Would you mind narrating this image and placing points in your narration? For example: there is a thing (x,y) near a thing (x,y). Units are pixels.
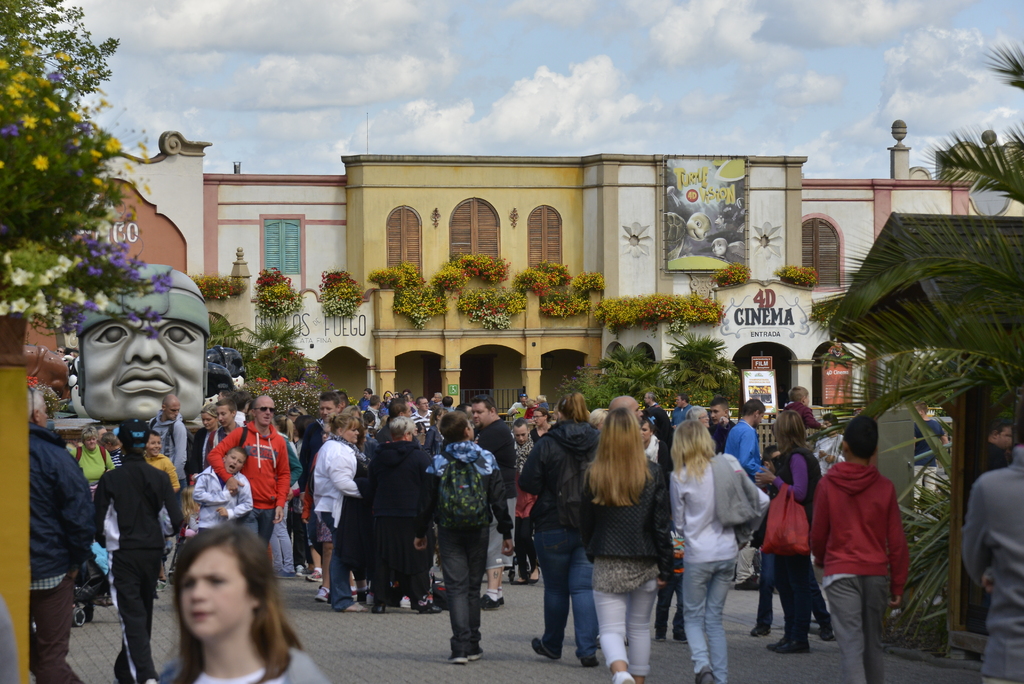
In this image there are many people (382,469) walking on the streets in front of a building (578,385).
